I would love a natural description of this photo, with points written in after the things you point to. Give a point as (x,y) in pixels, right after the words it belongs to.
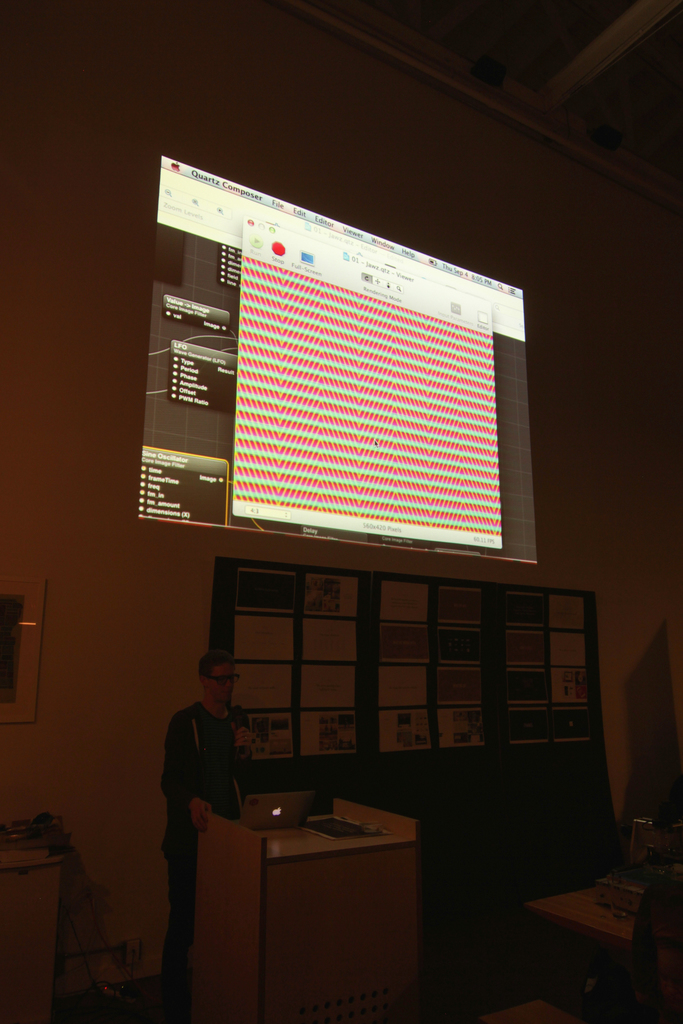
In this image I can see a person (191,751) holding a mic (242,714) and the person (206,762) is standing in front of the podium (358,842). On the table (283,833) there is a laptop (282,813), book (342,820). At the back side (296,494) we can see a screen (304,497).
